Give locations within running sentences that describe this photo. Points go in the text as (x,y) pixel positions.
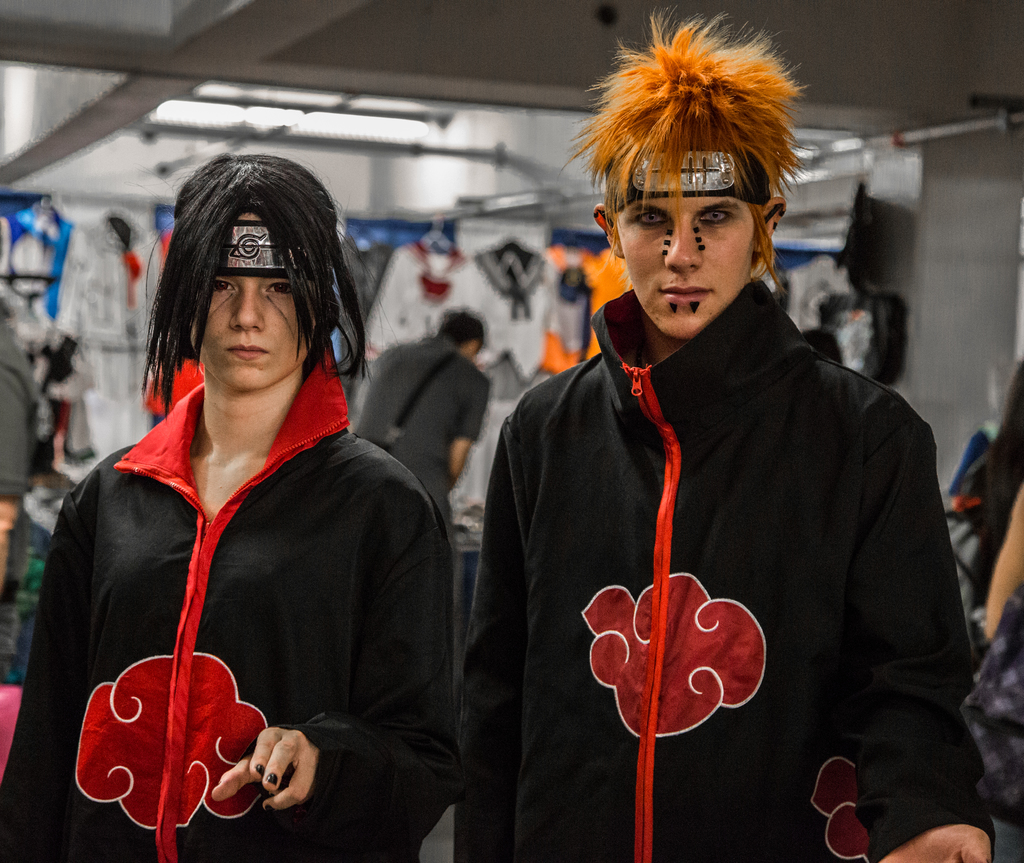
2 people (524,490) are standing wearing black dress (679,627). There are other people (468,313) and clothes (415,277) at the back (412,271).
